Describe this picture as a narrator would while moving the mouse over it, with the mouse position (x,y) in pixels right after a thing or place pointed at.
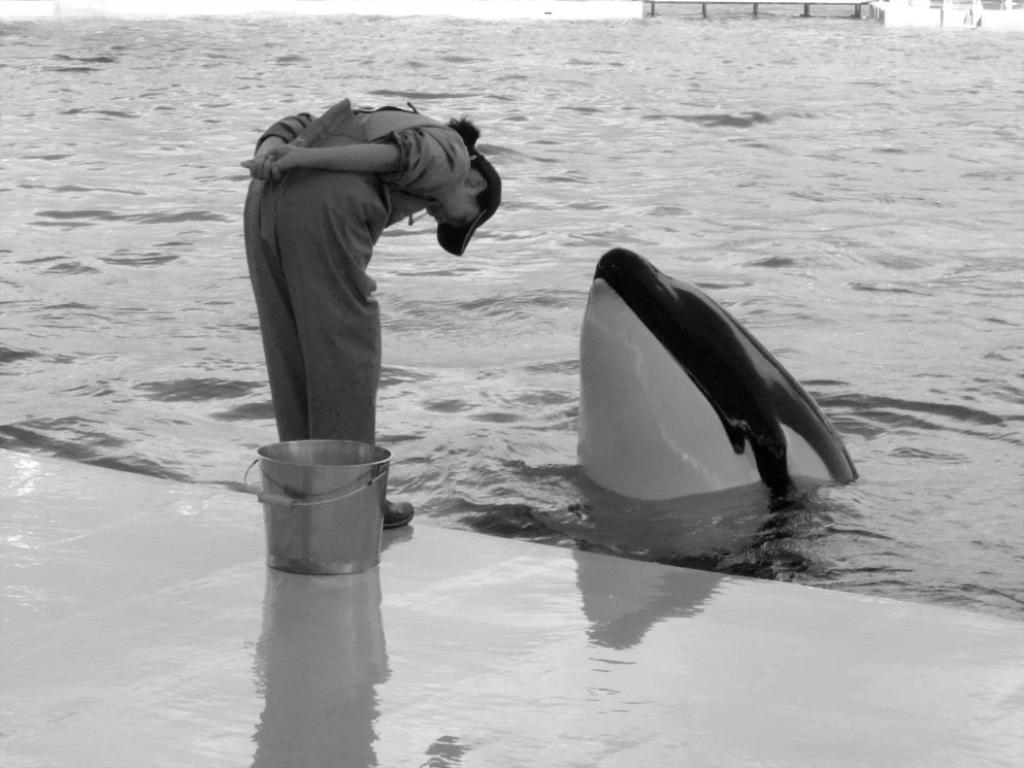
In this picture we can see a bucket (277,530) and a person (354,337) standing on the floor (71,657). In front of this person (355,142) we can see a dolphin (766,427) in the water (576,89). In the background (807,9) we can see some objects (925,0).
